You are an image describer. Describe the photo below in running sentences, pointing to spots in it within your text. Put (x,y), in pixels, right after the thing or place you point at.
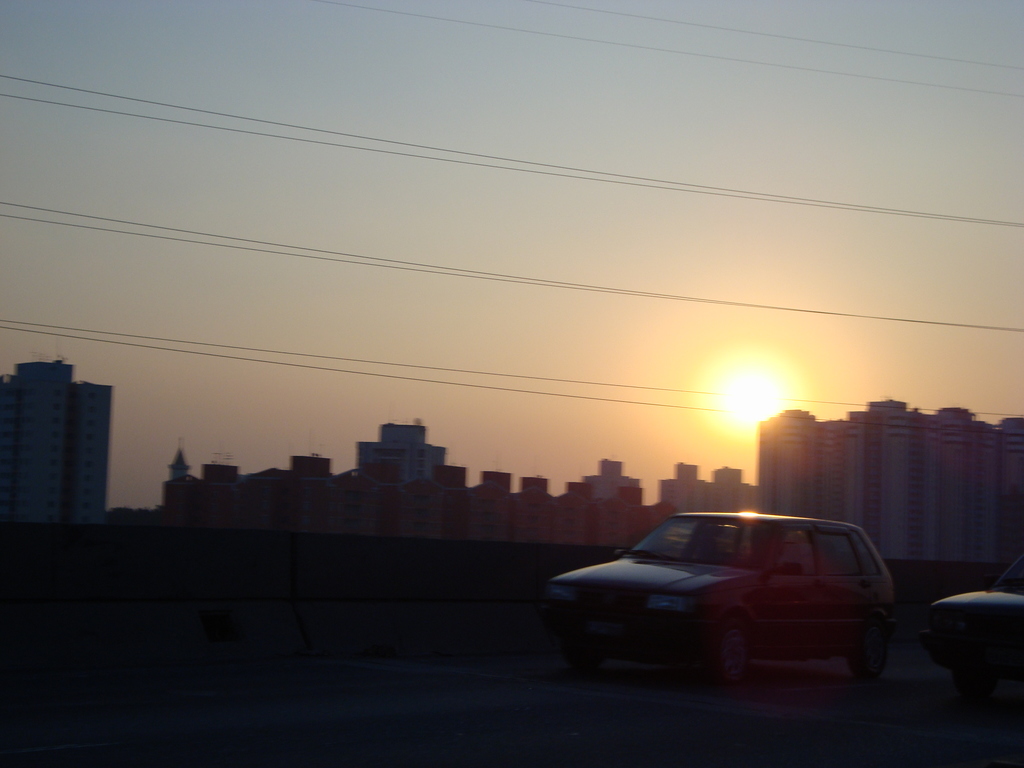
In the center of the image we can see two vehicles (728,637). In the background (374,333), we can see the sky (635,242), sun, buildings (1021,450), wires (700,297) and a wall (299,572).
